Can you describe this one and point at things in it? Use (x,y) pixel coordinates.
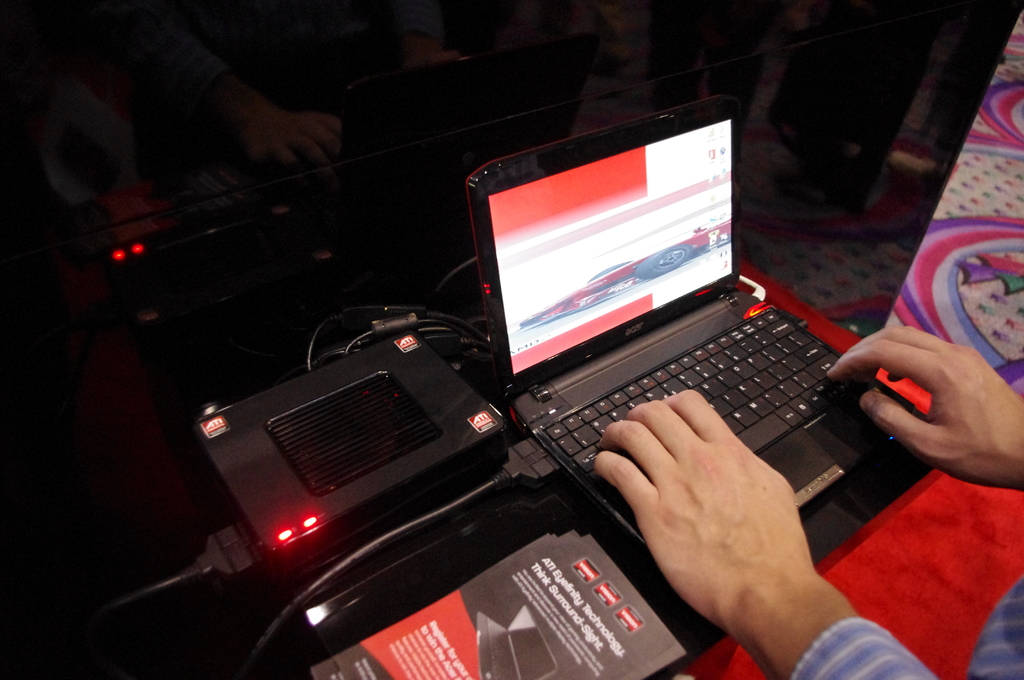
In this picture we can see laptop (676,362), router (417,397) and other objects (575,671) on the table (460,571). On the bottom right (735,477) there is a person's hand (963,354) who is working on the laptop (796,423). On the right (1022,126) we can see a carpet (976,279).
